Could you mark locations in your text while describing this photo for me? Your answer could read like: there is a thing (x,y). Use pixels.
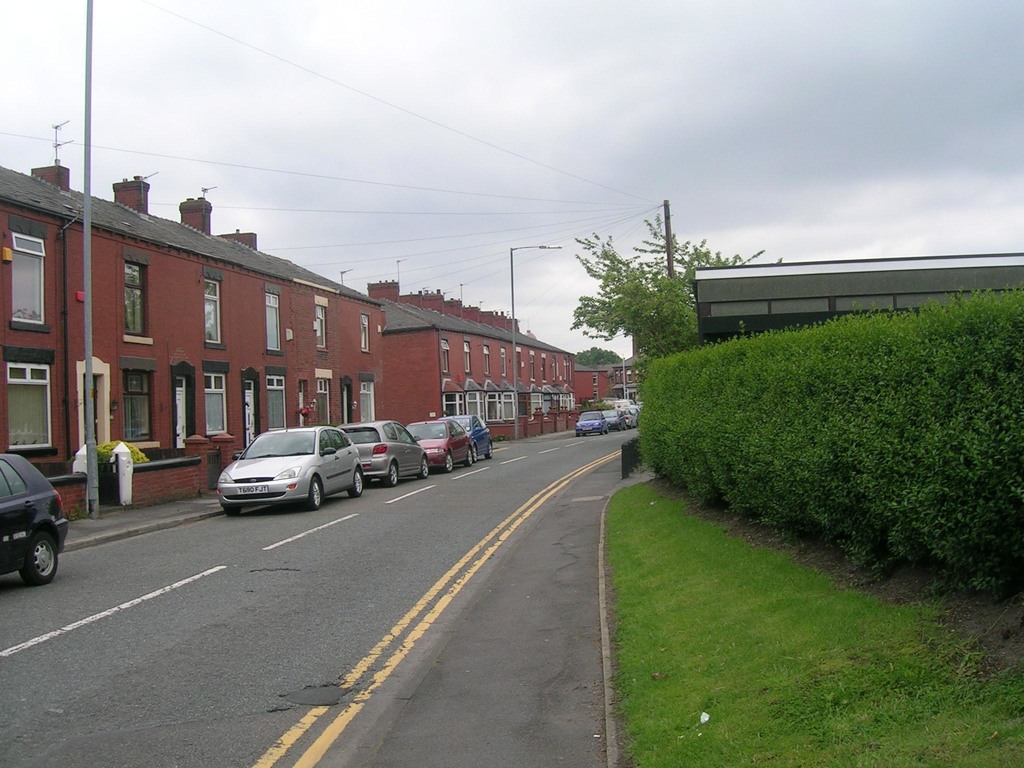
In this image in the middle (461,498), there are cars (299,477) and road (394,556). On the right (805,418) there are plants (707,407), trees (673,317), grass (743,613), building (796,291). On the left (314,348) there are buildings (487,362), street lights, poles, sky (272,188) and clouds (349,117).
